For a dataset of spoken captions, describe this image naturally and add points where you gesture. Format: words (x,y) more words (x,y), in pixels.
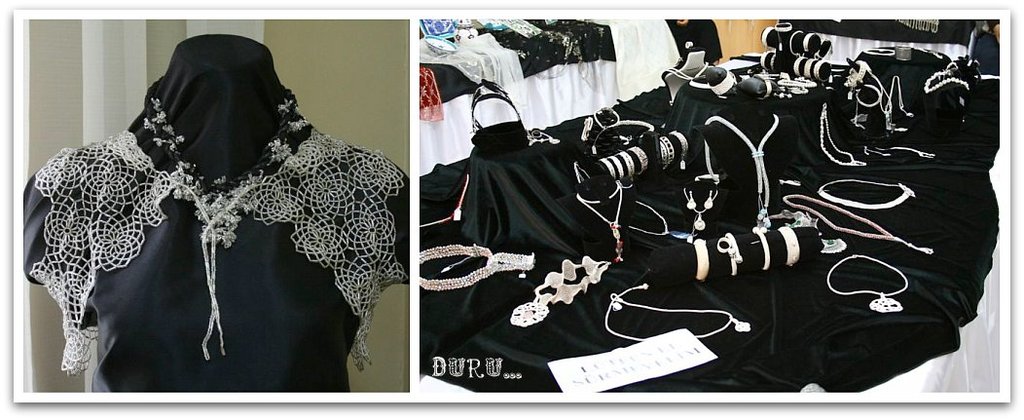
There are two images. In the left (172,245) image we can see a dress (158,284) and in the right (703,246) image we can see there are many bangles (733,259), neck chains (541,300), piece of paper (623,364) and black and white cloth (731,346).
